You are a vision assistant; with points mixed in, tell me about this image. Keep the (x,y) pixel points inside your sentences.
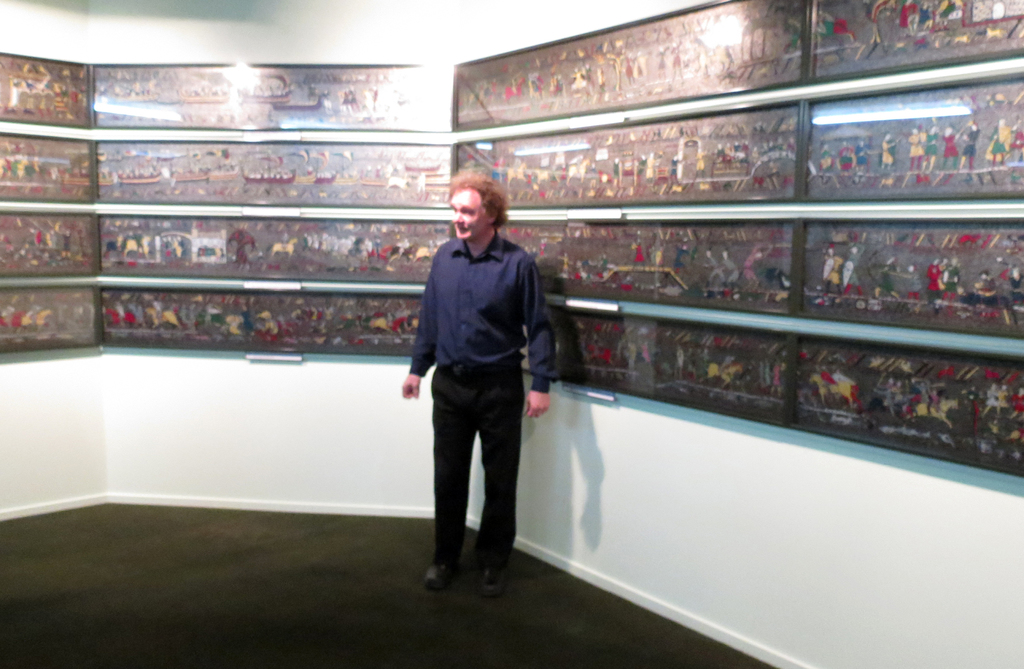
This picture describes about a man (417,370), he is standing, in the background (354,268) we can see couple of paintings (568,225).
